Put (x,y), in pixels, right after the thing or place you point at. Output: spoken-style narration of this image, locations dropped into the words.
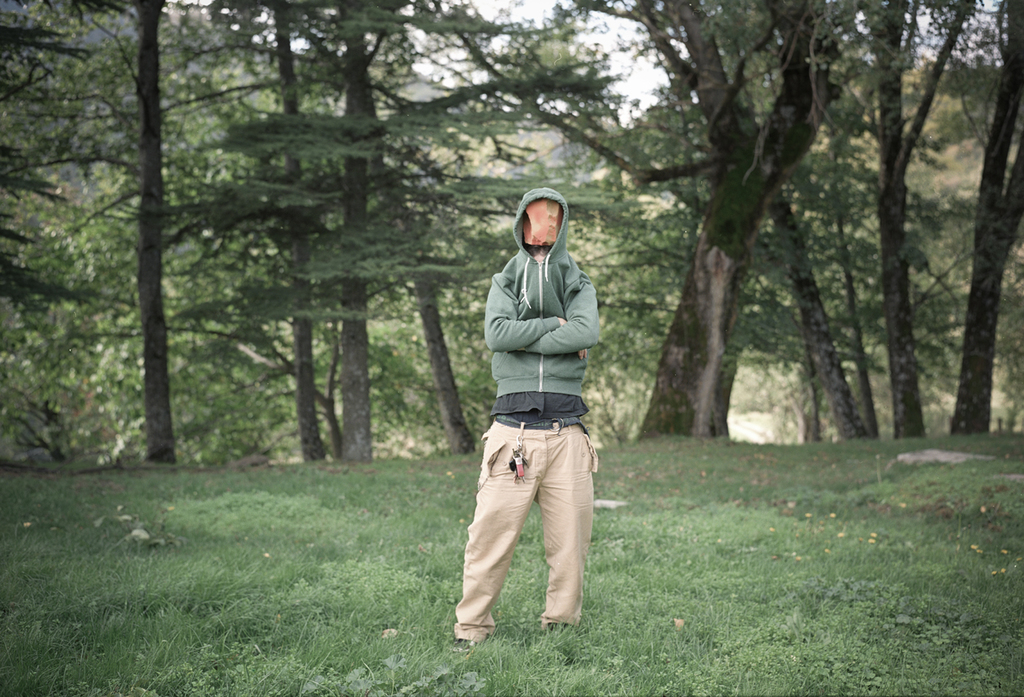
In the background (718,170) we can see trees (844,189). Here we can see a person (587,410) wearing a hoodie (524,320), covered his face (547,240). This person (559,231) is standing on the grass (444,632).
